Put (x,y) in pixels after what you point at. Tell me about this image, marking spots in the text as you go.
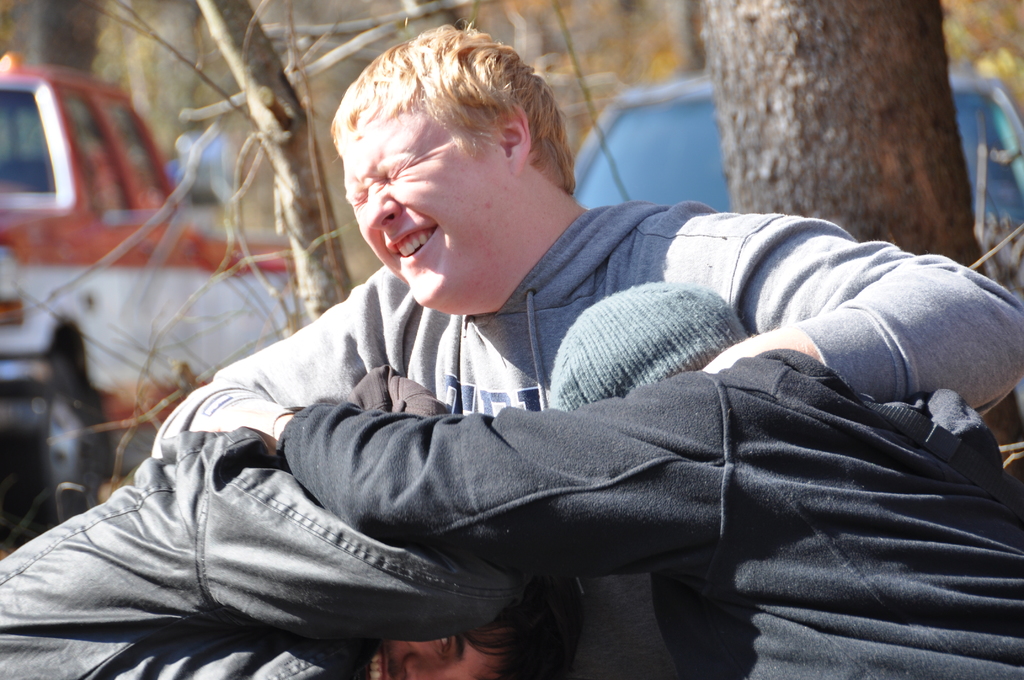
In this image there are three persons (386,453) holding each other, in which two persons (407,265) are smiling, and in the background (603,78) there are vehicles (29,84) and trees (791,171).
